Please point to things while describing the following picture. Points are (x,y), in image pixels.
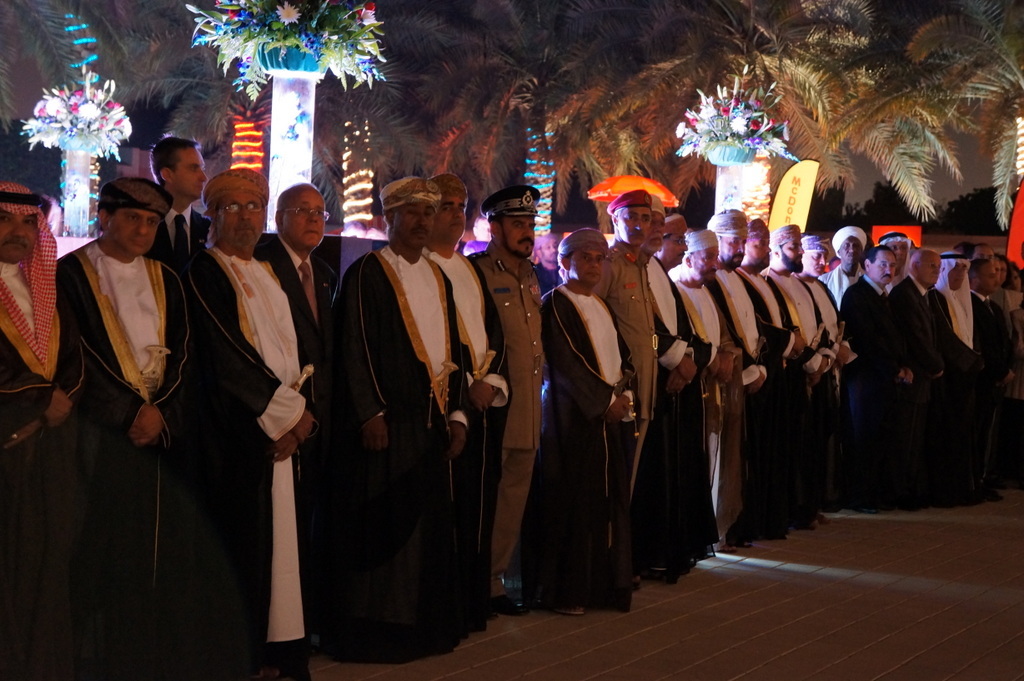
In this image I can see few people (614,398) are standing and wearing different color dresses (664,351). Back I can see few trees (840,90), few colorful flowers (227,14), lights (549,176) and an orange umbrella (630,184).
